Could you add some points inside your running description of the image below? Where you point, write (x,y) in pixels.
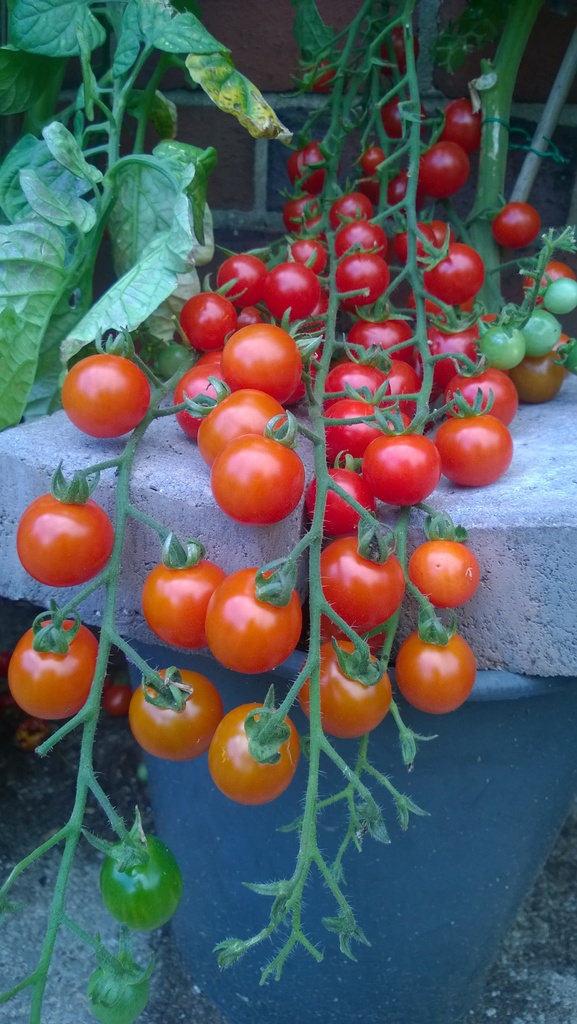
In this image we can see few plants (199,255). There are many tomatoes (364,437) to the plant (397,433). There is a pot (446,881) in the image. There are bricks (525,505) in the image.
